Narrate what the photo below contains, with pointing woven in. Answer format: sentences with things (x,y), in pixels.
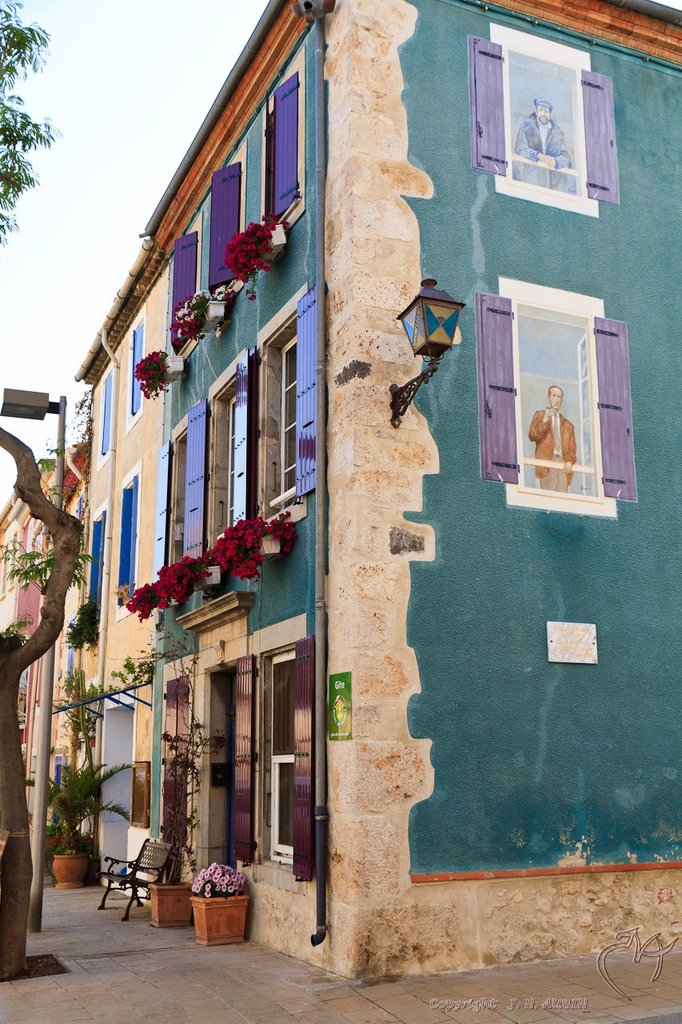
In this image we can see a building (239,442) with windows (288,414), a door (105,839), plants (243,281) with flowers (189,330), a roof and a street light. We can also see some plants (90,784) in pot (73,881), a tree (44,624), chair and the sky (74,199) which looks cloudy.
